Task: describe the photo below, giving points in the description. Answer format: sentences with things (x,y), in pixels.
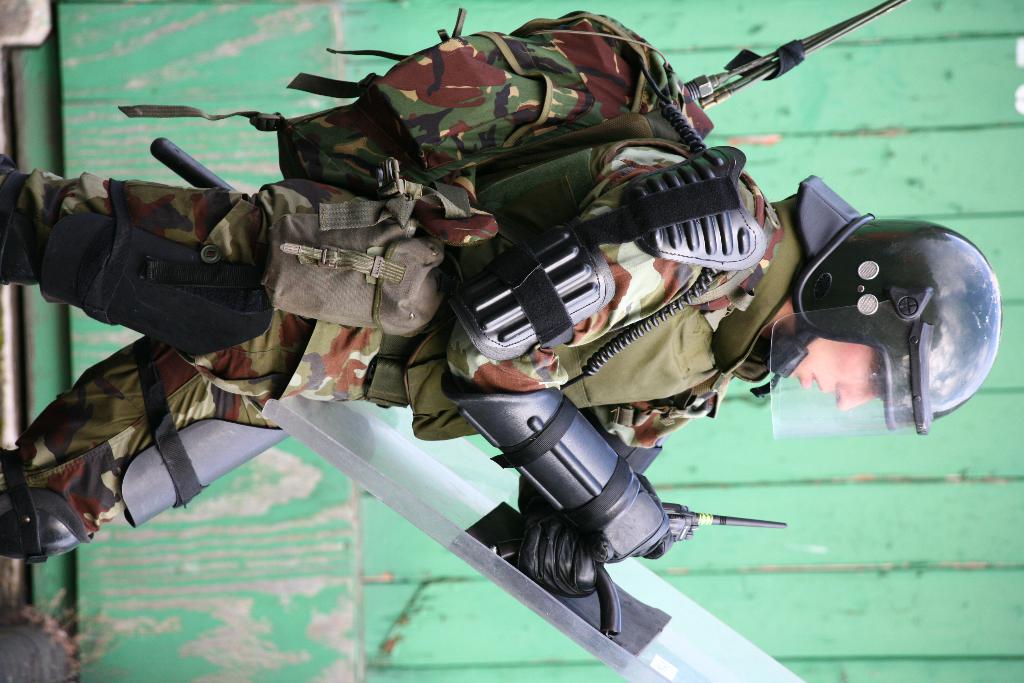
In this picture we can see a person (526,301) holding object (646,573) in his hand (559,537).
